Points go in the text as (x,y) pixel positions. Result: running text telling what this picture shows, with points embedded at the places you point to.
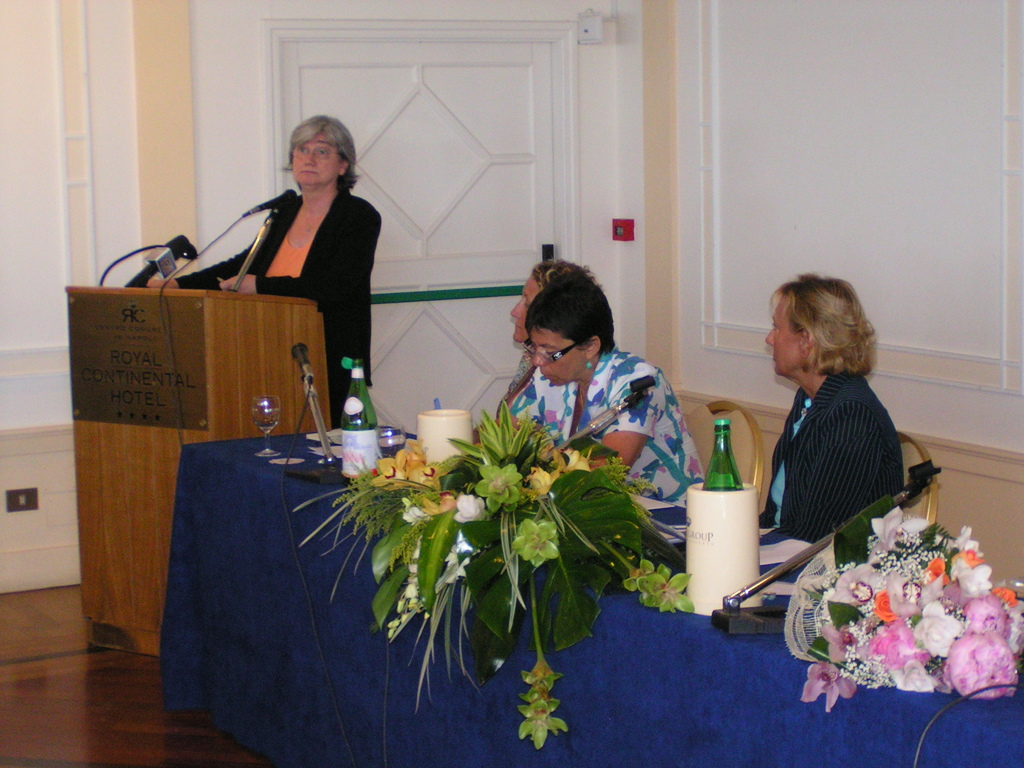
In the center of the image (356,260) we can see one person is standing and three persons (647,437) are sitting on the chairs (705,439). In front of them, we can see one stand (196,347), microphones (136,279), one table (208,469) and a few other objects (484,561). On the table (351,599), we can see one cloth (625,603), bottles (730,446), one glass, flower bouquets (979,599), papers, microphones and a few other objects (748,572). In the background (972,15) there is a wall (943,238), door (514,125) and a few other objects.
